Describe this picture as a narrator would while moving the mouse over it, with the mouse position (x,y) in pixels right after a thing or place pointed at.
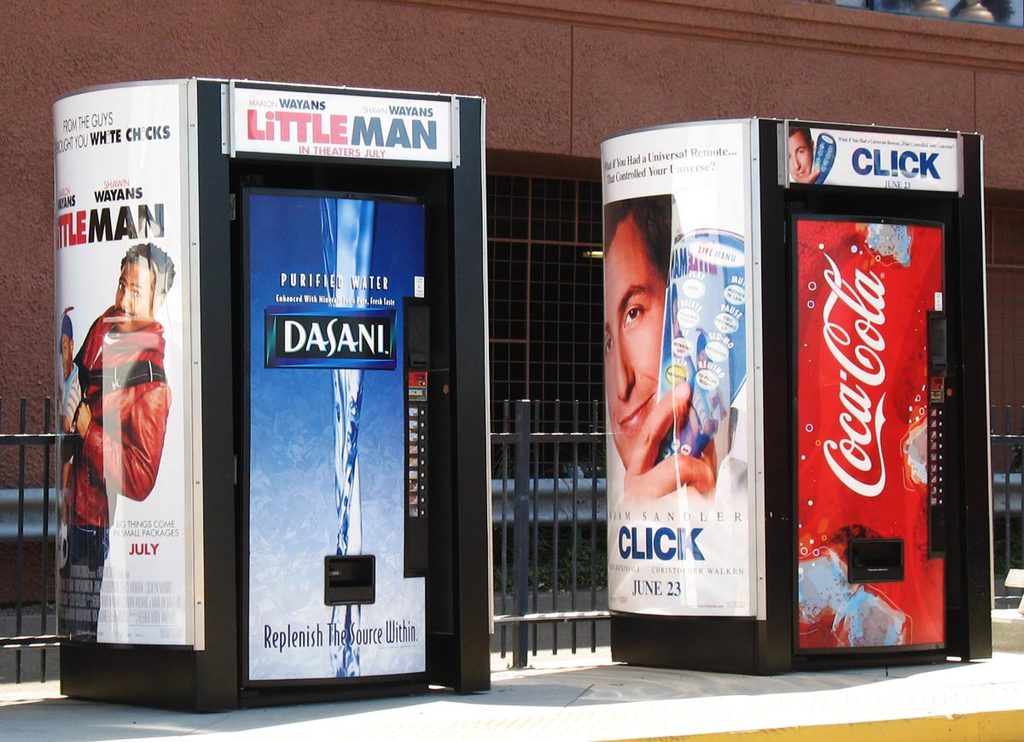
In this image I can see two booths (958,439) and few boards (279,203) attached to it. I can see the wall (565,91) and fencing (576,457).
